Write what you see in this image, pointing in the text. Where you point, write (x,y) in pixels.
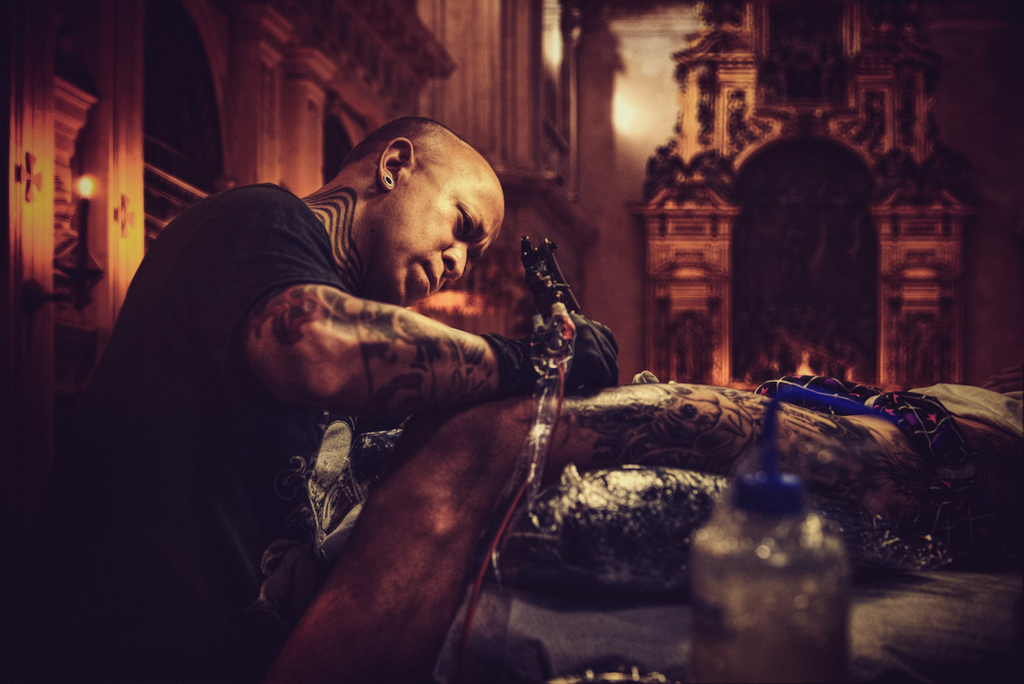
In this picture we can see a person (400,354) is sitting and holding a machine (554,343) and another person (850,500) is lying on an object (578,576) and in front of the people (491,468) there is a bottle (734,560) and behind the people (507,451) there is a wall (603,172), fireplace (806,369) and other things (727,290).
